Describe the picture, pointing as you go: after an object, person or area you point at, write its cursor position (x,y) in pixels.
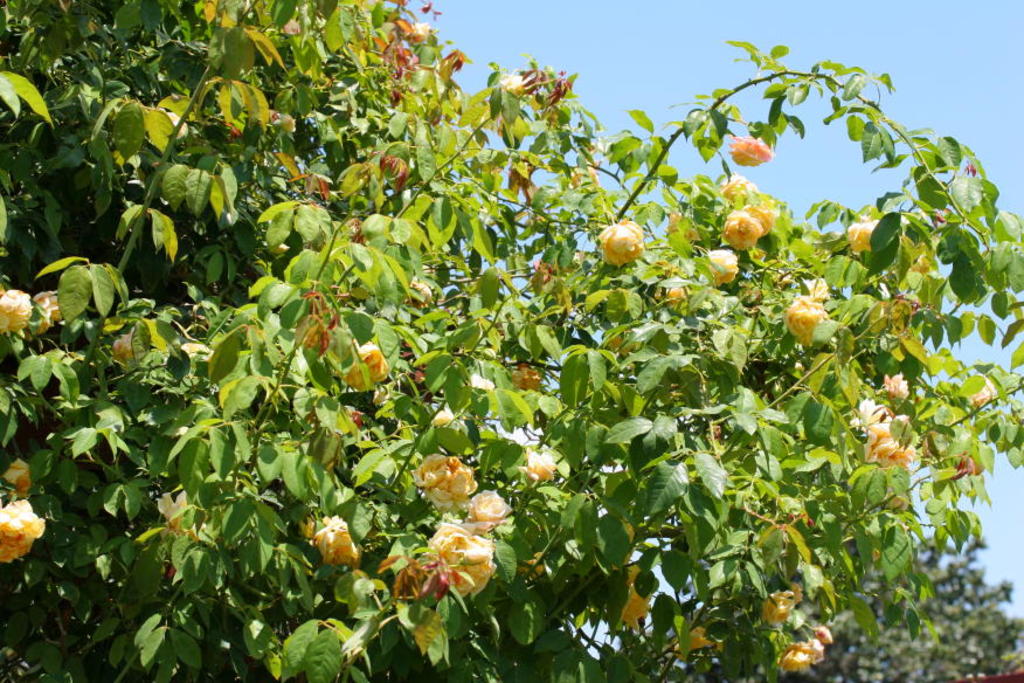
In this image there is a plant (556,348) to which there are so many flowers (820,284). At the top (655,45) there is the sky (668,54).
